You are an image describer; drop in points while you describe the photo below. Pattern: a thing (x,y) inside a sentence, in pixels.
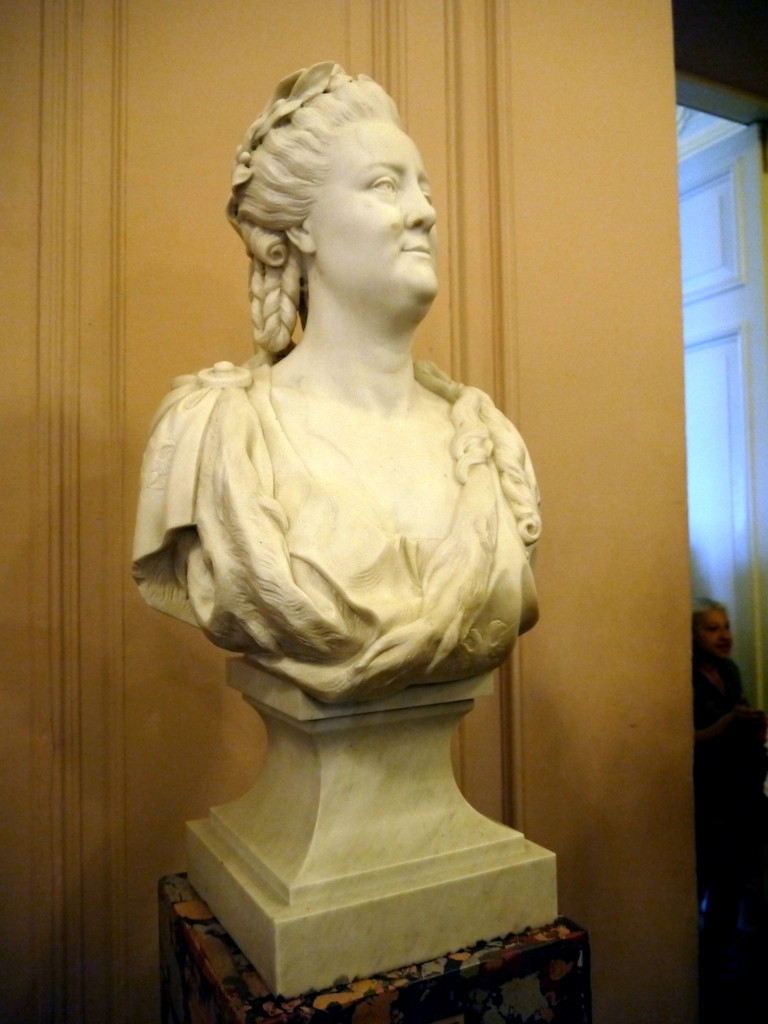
In the center of the picture (270,467) there is a statue (333,497), behind the statue (356,262) it is wall (465,111). On the right (750,433) there is a door (712,552) and a person (719,750).
